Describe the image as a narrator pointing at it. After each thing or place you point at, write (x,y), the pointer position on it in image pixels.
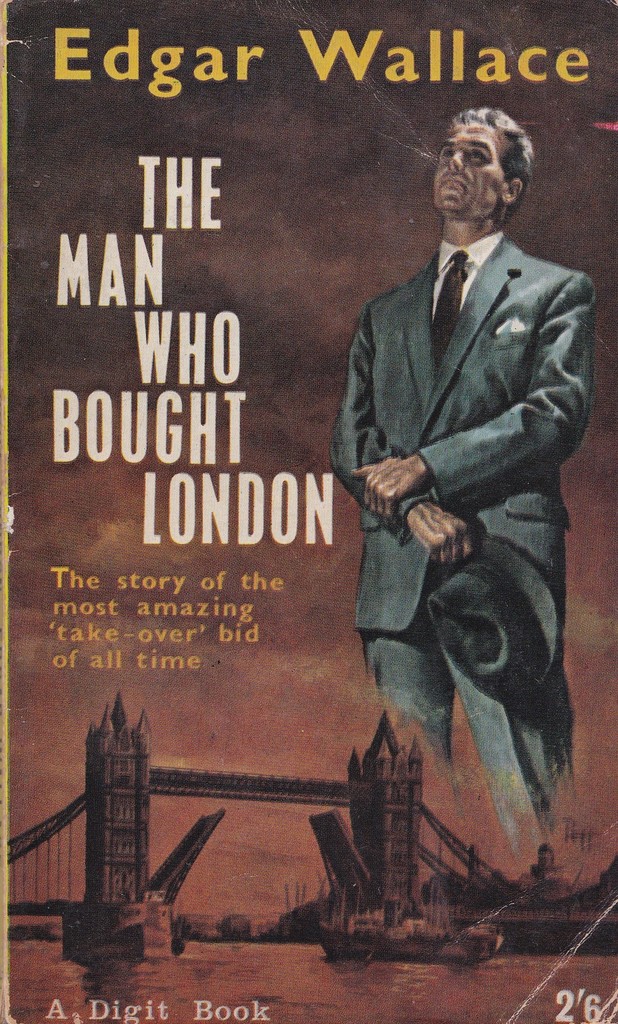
This image is of a book cover (524,993). There is a depiction of a person (535,256) and depiction of a bridge (22,841) in the image.
